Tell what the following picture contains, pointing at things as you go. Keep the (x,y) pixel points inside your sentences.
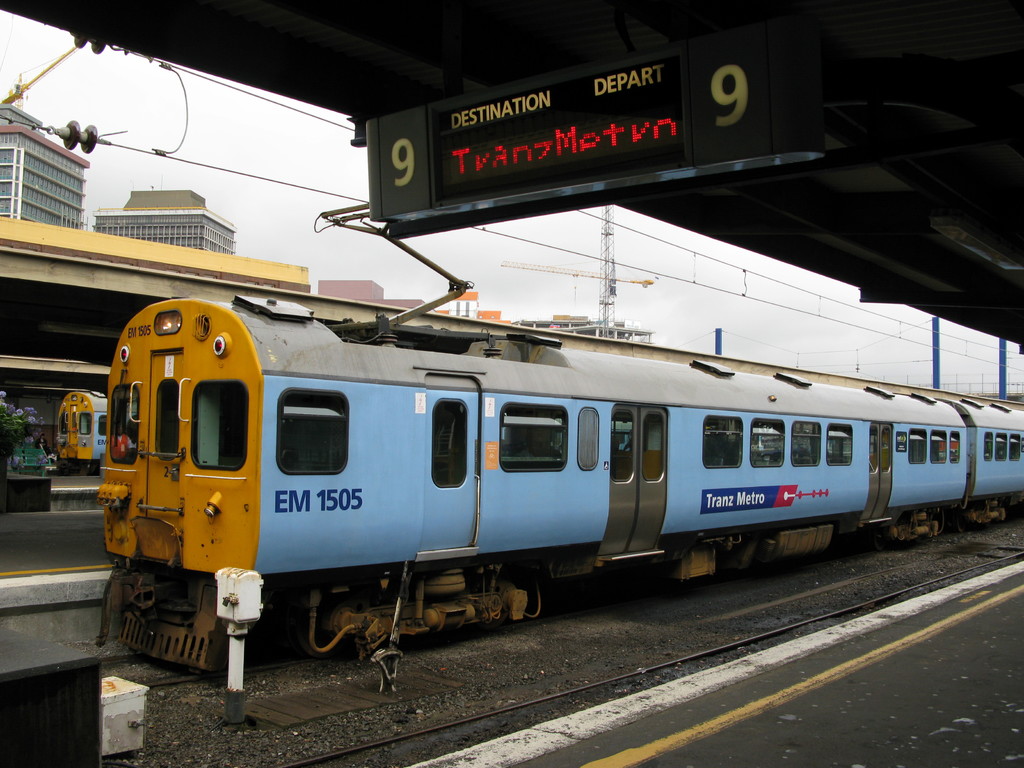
In the middle of the picture (488,446), we see a train (432,570) in blue and yellow color is on the tracks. At the bottom (481,685), we see the railway tracks (579,684) and the platform (874,695). Behind the train (573,537), we see the platform (74,504) and we see the another train (85,469). There are buildings (162,217), towers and the wires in the background (614,331). At the top (422,128), we see the display screen (592,66) which is displaying the text (565,147) and we even see the roof (386,49) of the platform (941,703).
